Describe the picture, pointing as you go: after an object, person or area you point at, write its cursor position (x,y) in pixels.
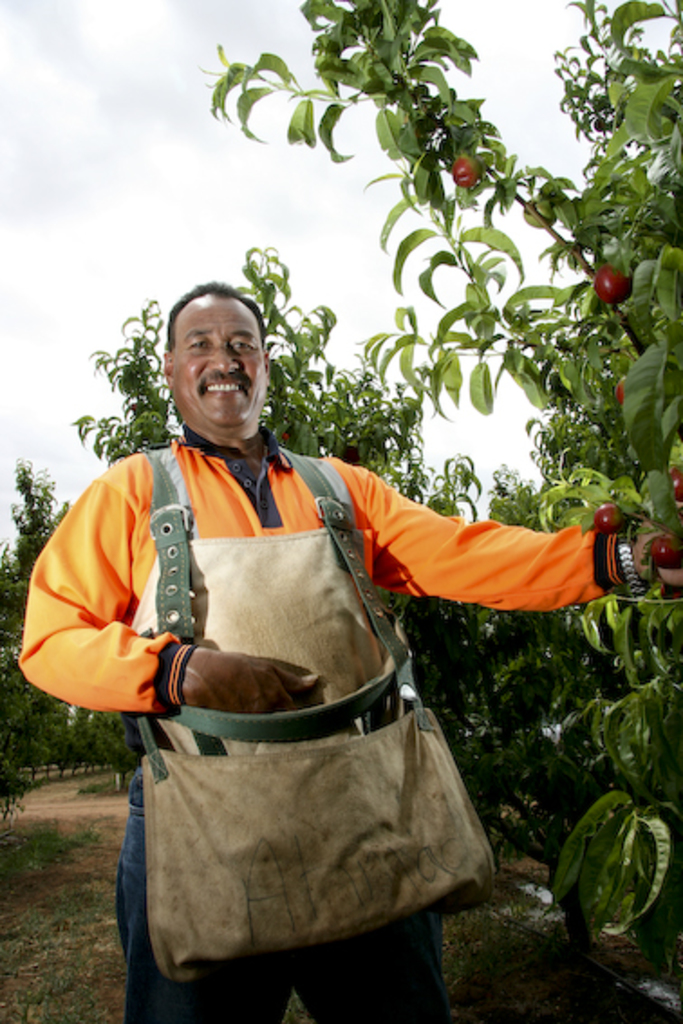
In this picture we can see a man (480,564), he is smiling, beside to him we can find few trees (653,426) and fruits (681,501), and also we can see a bag (328,802).
